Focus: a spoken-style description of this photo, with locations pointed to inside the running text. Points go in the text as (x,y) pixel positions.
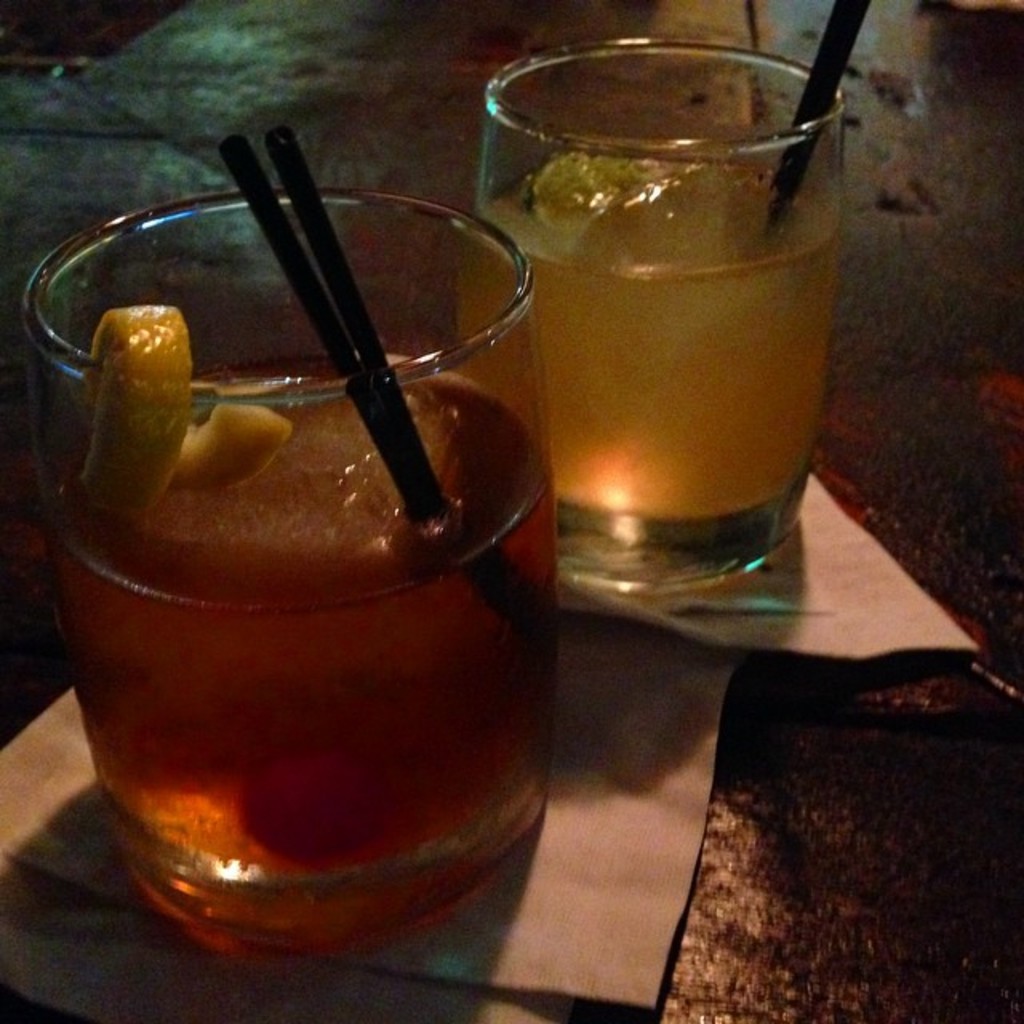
There are two glasses (359,638) on papers (606,808). Inside the glass (383,619) there is a liquid (652,368), straws (317,312) and a piece of lemon (166,403).
